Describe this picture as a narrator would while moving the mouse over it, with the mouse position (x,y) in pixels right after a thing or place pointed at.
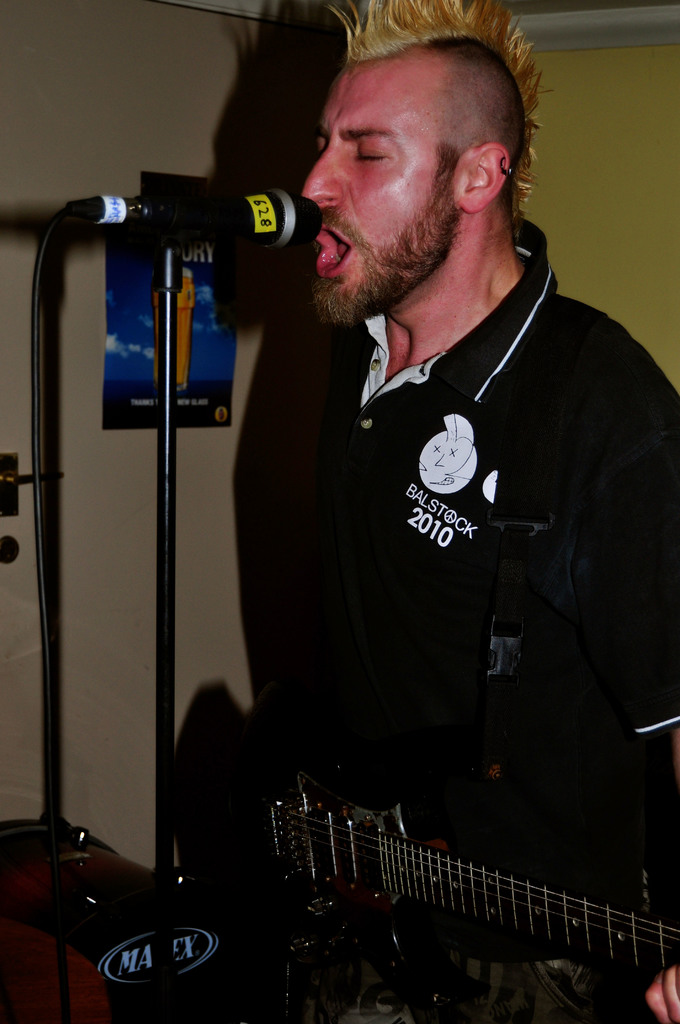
This image looks likes to be clicked in a musical concert. Here this man (406,475) is holding a guitar (322,791) and singing something, he is on the right side of the image (457,525). He is wearing black shirt (451,664). mic (308,201) is placed in front of him. There is a poster (149,423) on the wall (226,504) beside him.
